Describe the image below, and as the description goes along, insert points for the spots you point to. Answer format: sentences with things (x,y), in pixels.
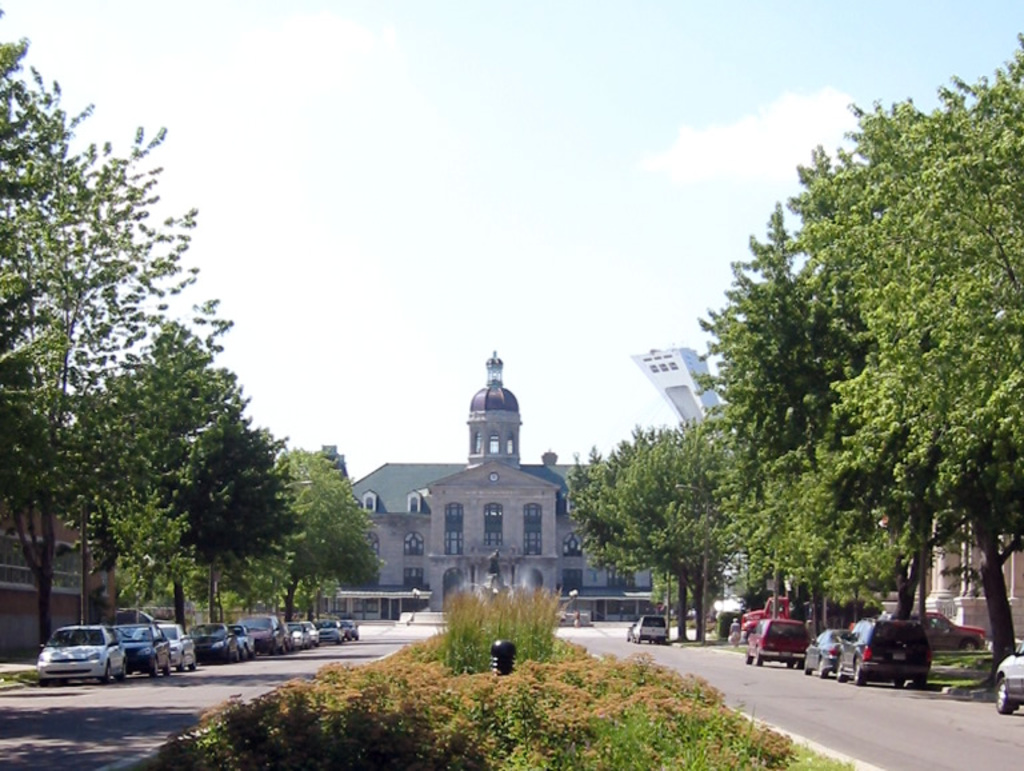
As we can see in the image there are plants (501,691), trees (143,516), buildings (648,596), cars (122,673) and a sky (531,87).
